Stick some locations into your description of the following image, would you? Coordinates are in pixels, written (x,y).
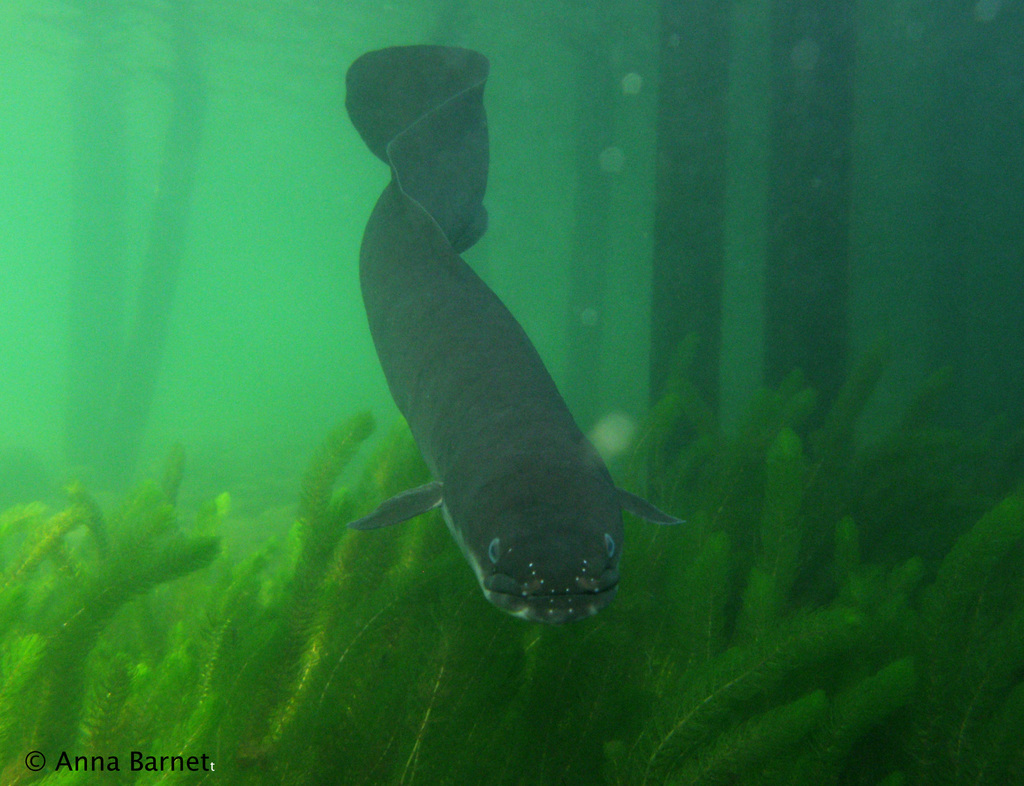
This image is taken in the water (230,334). At the bottom of the image (224,637) there are many green plants (550,633) in the water (583,338). In the middle of the image (493,481) there is a fish (494,520) in the water (383,27).
